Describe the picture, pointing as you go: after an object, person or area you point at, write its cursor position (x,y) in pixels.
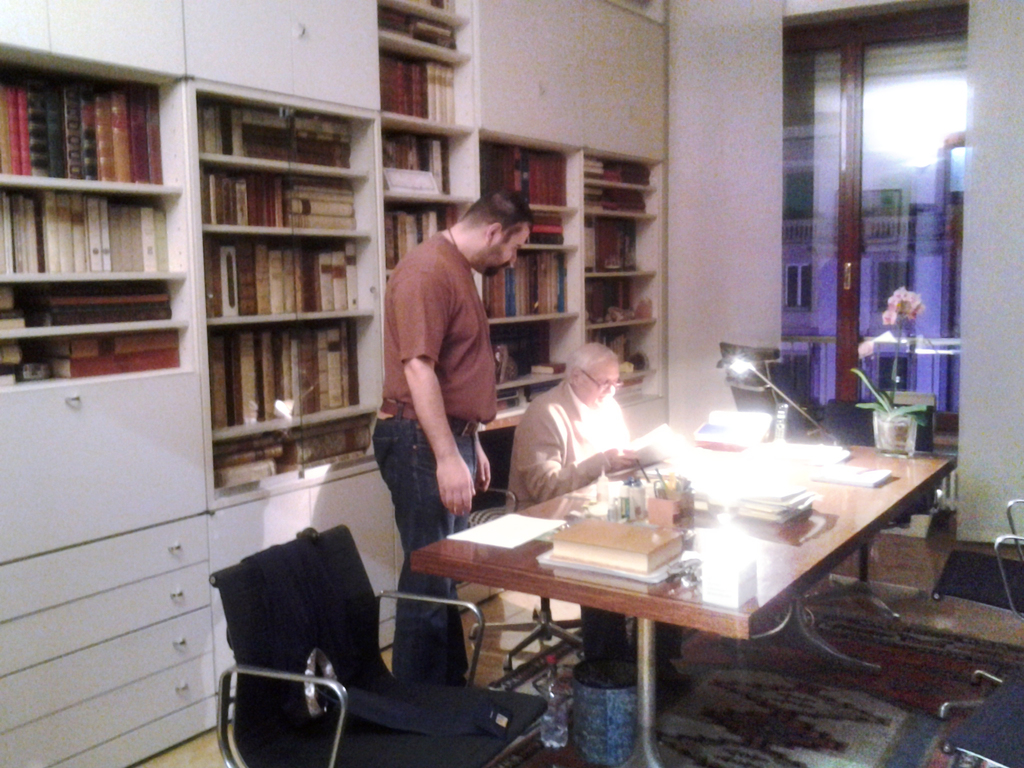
In the center (578,357) we can see two persons (524,440). One man (560,440) sitting on the chair (510,452) around the table (785,533) and one person (453,494) standing. On table (816,502) we can see some objects (686,553) like books (656,562), papers (759,517) etc. On the back (82,258) we can see shelves (175,195) with full of books (215,272) and glass door (952,224) and wall (745,87) and some objects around them.
